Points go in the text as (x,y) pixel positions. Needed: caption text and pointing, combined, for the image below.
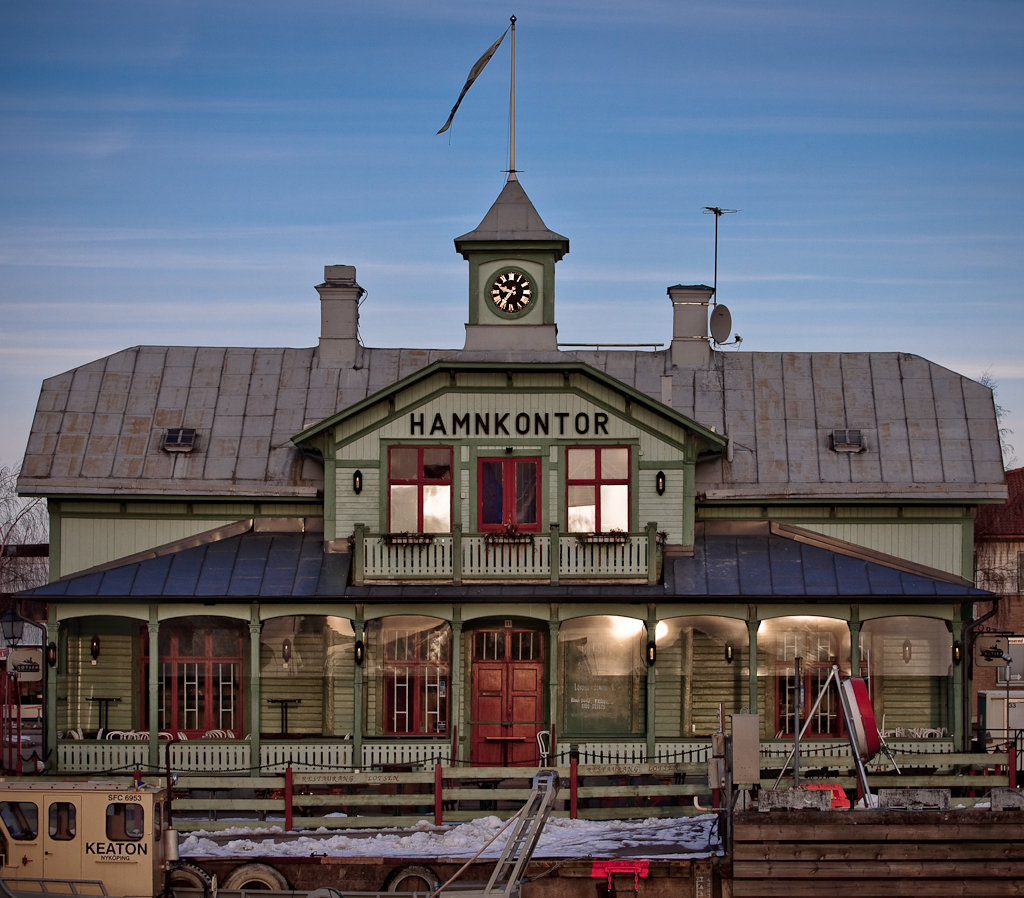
As we can see in the image there are houses (412,608), windows (396,515), door (514,674), clock (514,297) and sky (591,64).
